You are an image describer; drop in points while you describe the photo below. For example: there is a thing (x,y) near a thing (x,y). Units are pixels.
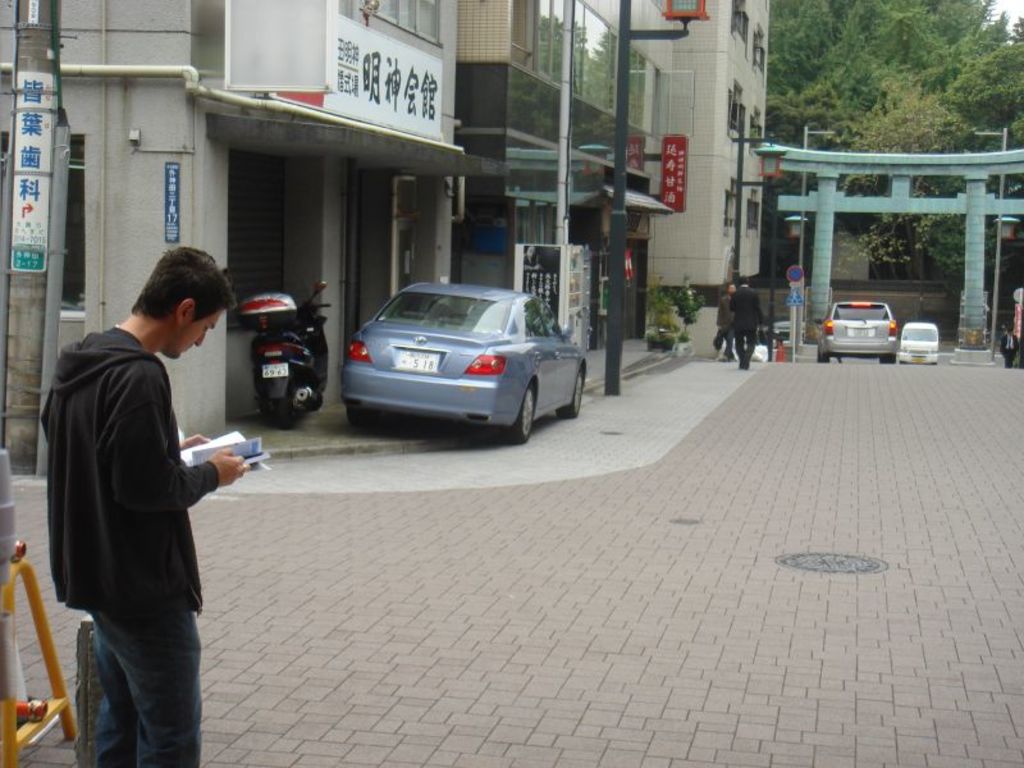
On the left side of the image (166,721) we can see a person (129,513) standing and holding a book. In the background (277,345) we can see a pole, vehicles (360,360), arch (907,199), persons (757,309), tree (858,138) and sky (991,10).
